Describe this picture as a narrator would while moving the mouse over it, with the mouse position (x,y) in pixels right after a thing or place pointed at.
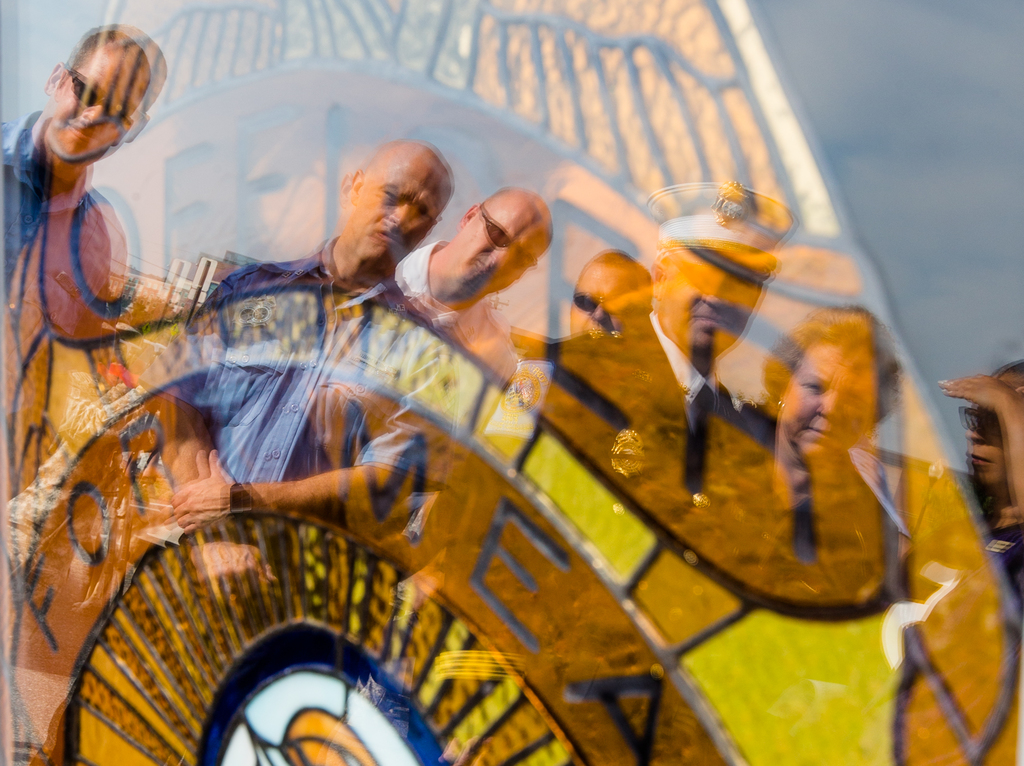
There is a glass (522,247) and some poster (263,141) is attached behind the glass (656,300) and the images (327,327) of few people (599,370) are being reflected on the glass (530,295).
